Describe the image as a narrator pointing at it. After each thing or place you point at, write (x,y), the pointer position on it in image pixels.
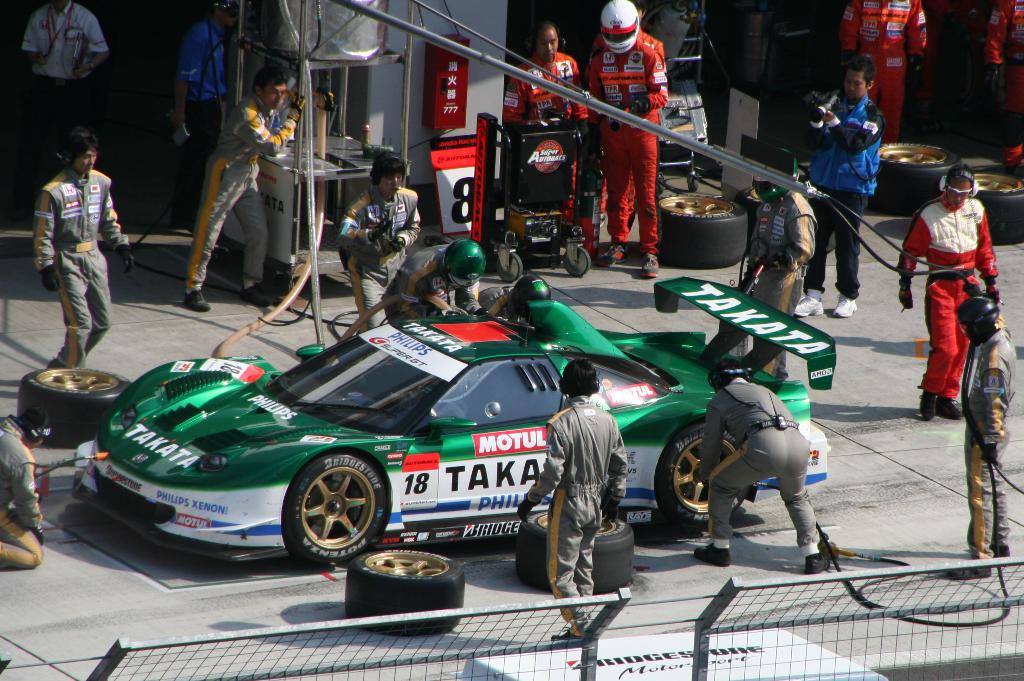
In this picture we can see there are groups of people (51,289) on the path (30,268) and in front of the people (590,460) there is a sports car (496,457) and a fence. Behind the people (401,192) there is a wall (443,131) with a fire item (438,119) and other things (677,195).
